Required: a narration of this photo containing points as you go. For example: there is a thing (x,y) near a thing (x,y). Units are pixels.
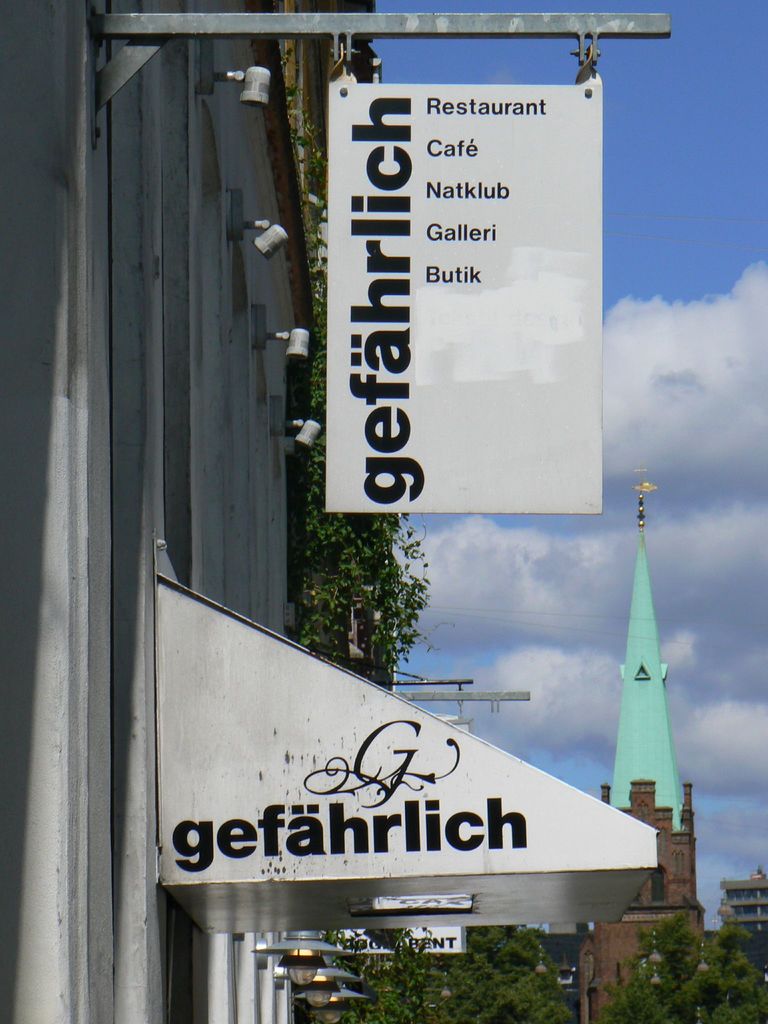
In this image we can see the building (156,465). We can also see the trees (464,1006), lights (335,1002) and there is also a text (458,225) on the board (512,275) to the rod (581,24) which is attached to the building wall (166,291). In the background (664,886) we can see the tower (656,781), building (738,905) and also the sky (682,389) with the clouds (665,523).
